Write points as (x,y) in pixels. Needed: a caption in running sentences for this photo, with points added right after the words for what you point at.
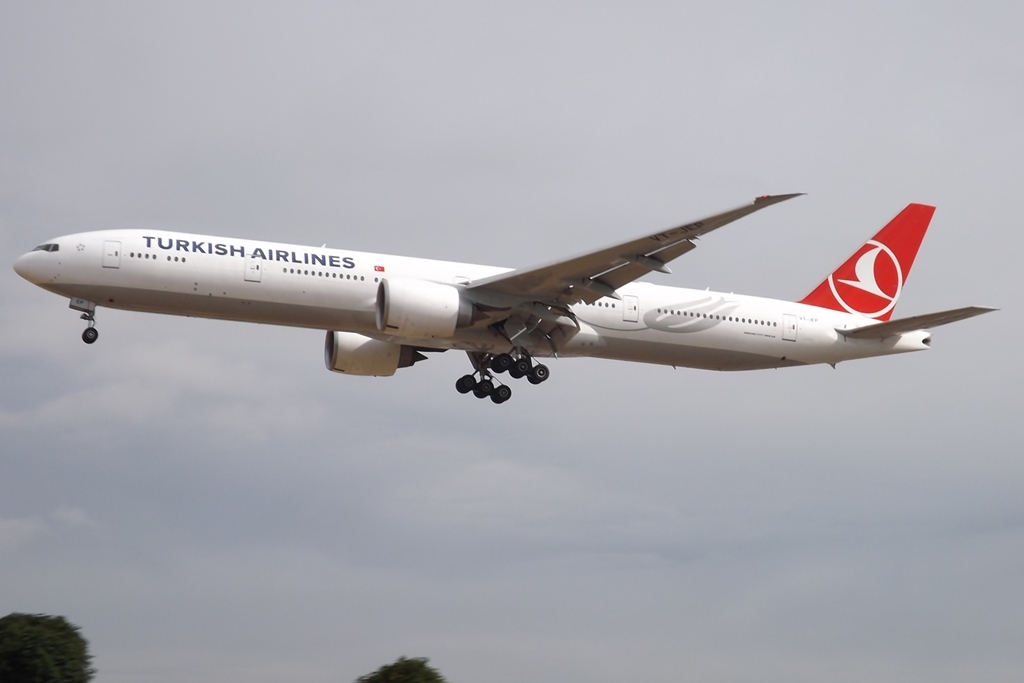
In this image, I can see an airplane (303,287) flying. This is the sky (589,151). At the bottom of the image (76,637), I think these are the trees (53,671).
